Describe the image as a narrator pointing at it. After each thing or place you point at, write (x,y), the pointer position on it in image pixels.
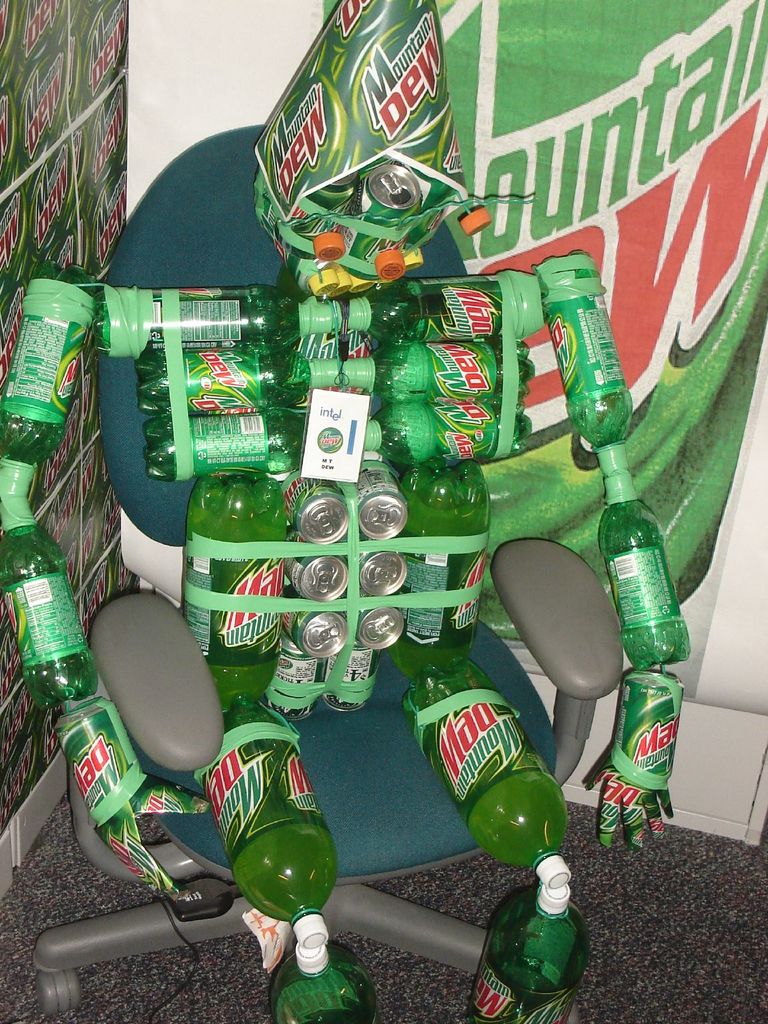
In this picture we can see a toy (389,489) made with bottles (409,385) and tins (372,534) sitting on a chair (368,710). This is a floor (655,892). On the background (610,87) we can see hoardings (653,216).
